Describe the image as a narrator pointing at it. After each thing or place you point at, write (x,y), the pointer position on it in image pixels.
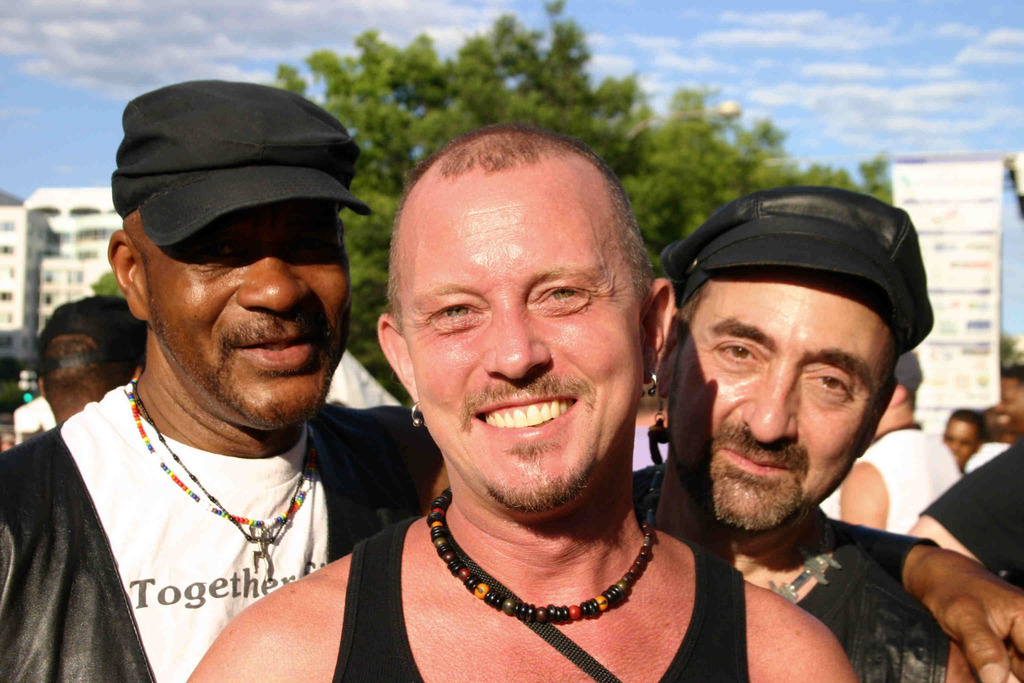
In this image I can see three men (381,472) are standing in the front (378,435). I can also see two of them are wearing caps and on their faces (512,492) I can see smile. In the background (793,180) I can see a building (100,220), a tree (620,132), few more people (27,418), clouds (957,119), the sky (480,34) and a white colour board (901,165).
